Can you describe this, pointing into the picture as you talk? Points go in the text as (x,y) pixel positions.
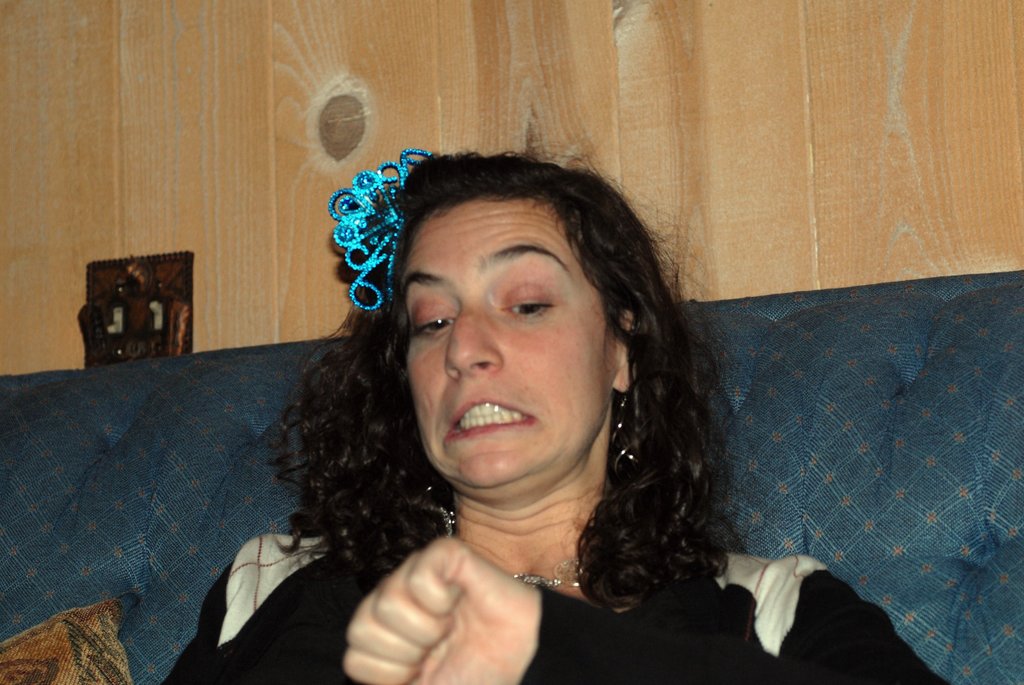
In this picture there is a woman (567,349) sitting on the sofa (12,612) and there is a pillow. At the back (430,111) there is a wooden wall (504,114) and there is an object (97,354).
